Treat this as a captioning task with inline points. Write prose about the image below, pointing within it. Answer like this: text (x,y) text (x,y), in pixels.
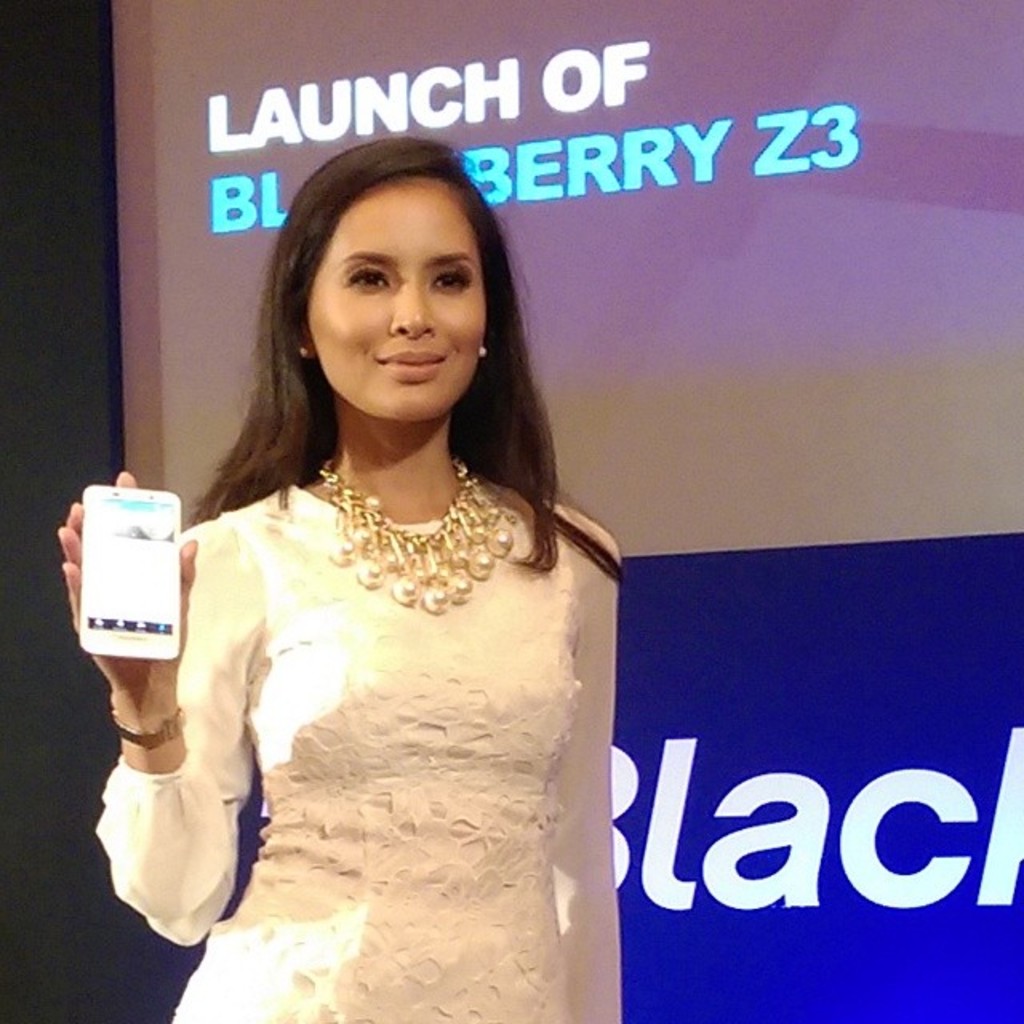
In this image, there is a woman (195,868), she is wearing a white dress (172,789) and ornament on her neck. She is holding a mobile phone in her hand (124,476). In the background (452,11), there is a screen (756,281).
